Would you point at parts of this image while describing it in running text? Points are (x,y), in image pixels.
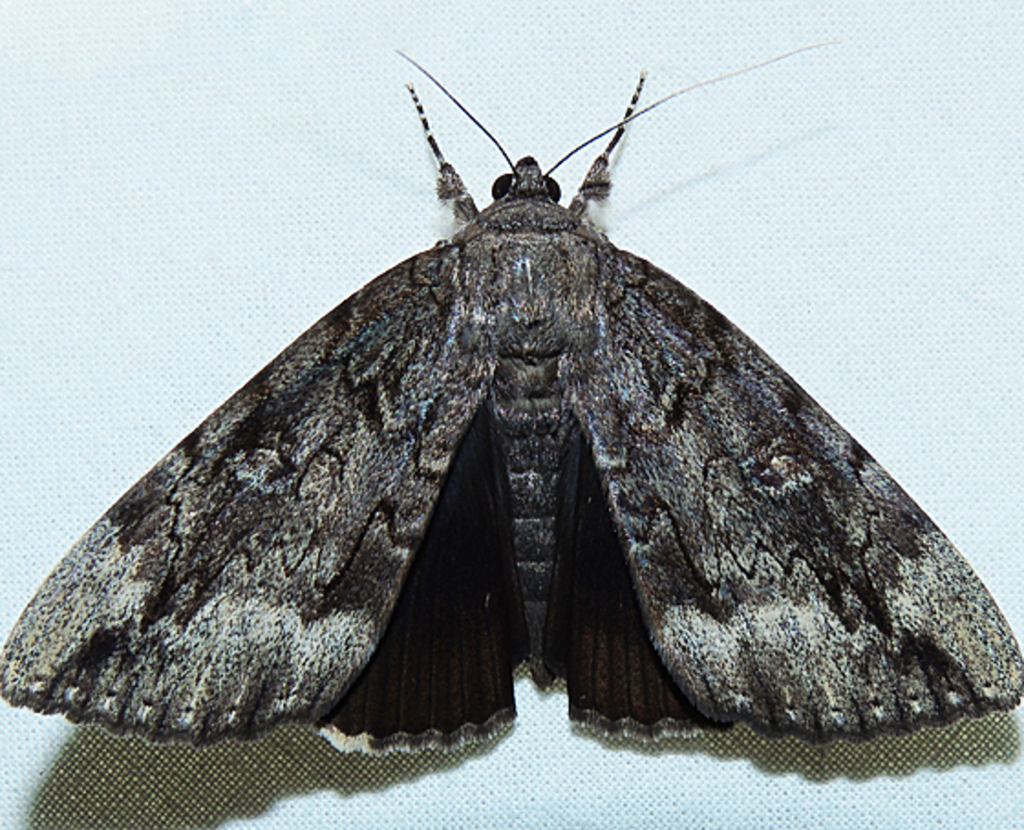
In the middle of this image (472,321), there is moth (538,204) in black and white color combination, having wings (262,574) and legs (601,172) on a surface (178,237). And the background is white in color.
